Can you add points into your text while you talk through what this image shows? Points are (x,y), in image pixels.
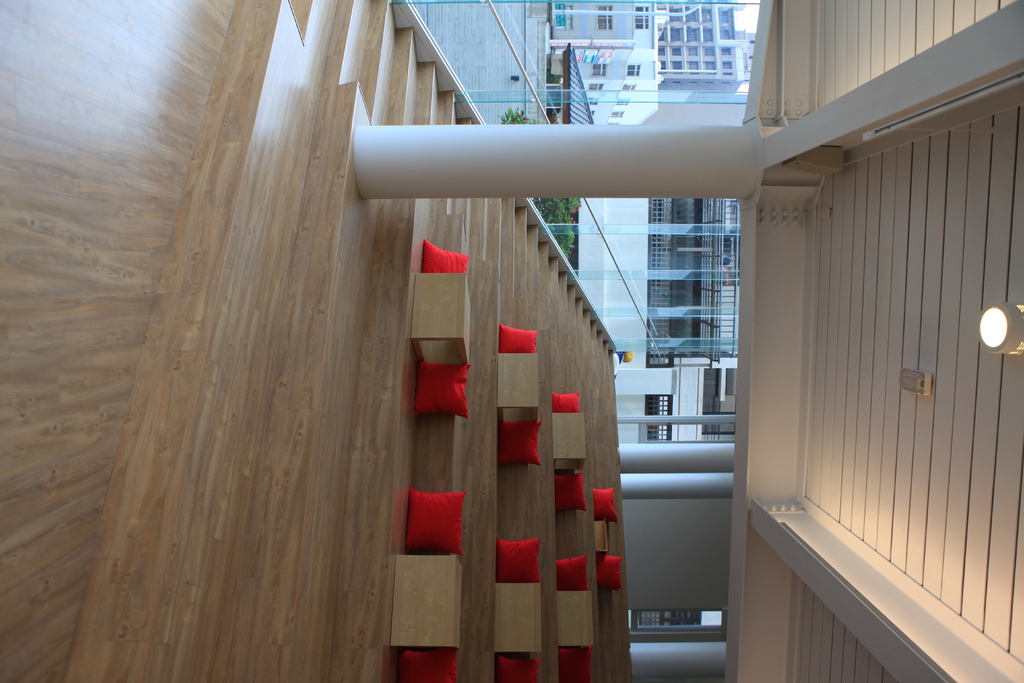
This picture is clicked inside. In the center (435,383) we can see the pillows (441,392) and the benches (533,595) and we can see a pillar (506,167) and a stairway (537,226). On the right (1007,163) there is a roof (881,350) and the light (994,330). In the background (488,24) we can see the buildings (657,35), sky (741,18) and some plants (561,213) and a cable (621,277).
